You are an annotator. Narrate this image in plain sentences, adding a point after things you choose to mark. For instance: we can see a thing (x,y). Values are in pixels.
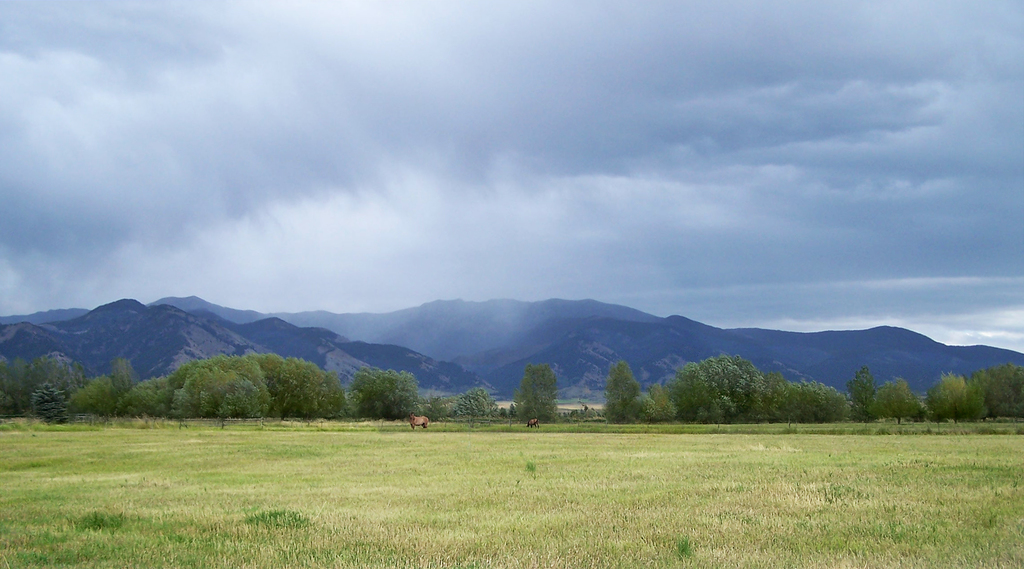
This is the grass (532,528). There are two animals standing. These are the trees (216,392). I can see the mountains (444,324). These are the clouds (543,199) in the sky (752,156).
